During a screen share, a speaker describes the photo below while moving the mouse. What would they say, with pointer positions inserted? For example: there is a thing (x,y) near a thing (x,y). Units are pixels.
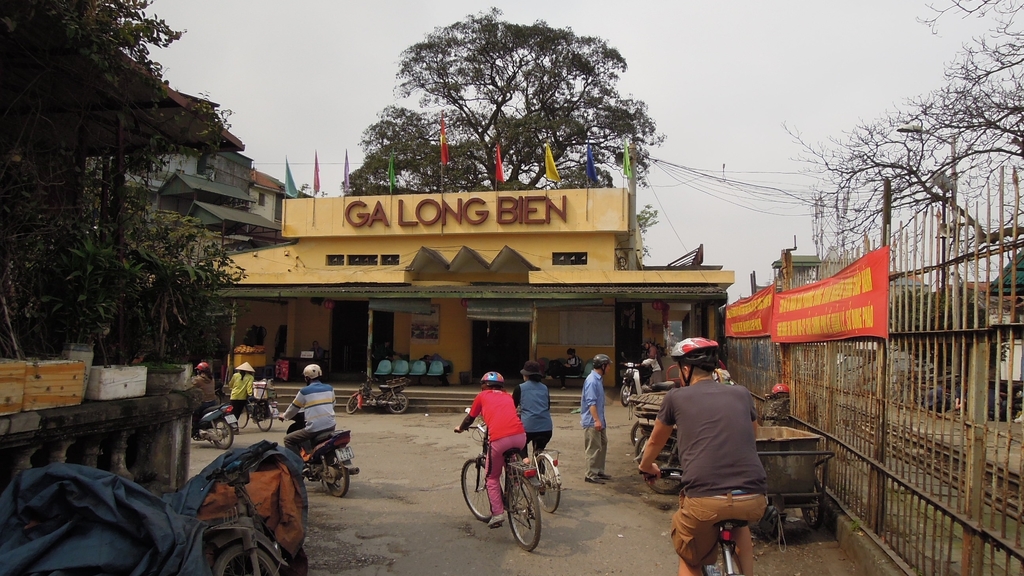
People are passing by a building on cycles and few bikes (227,422).
